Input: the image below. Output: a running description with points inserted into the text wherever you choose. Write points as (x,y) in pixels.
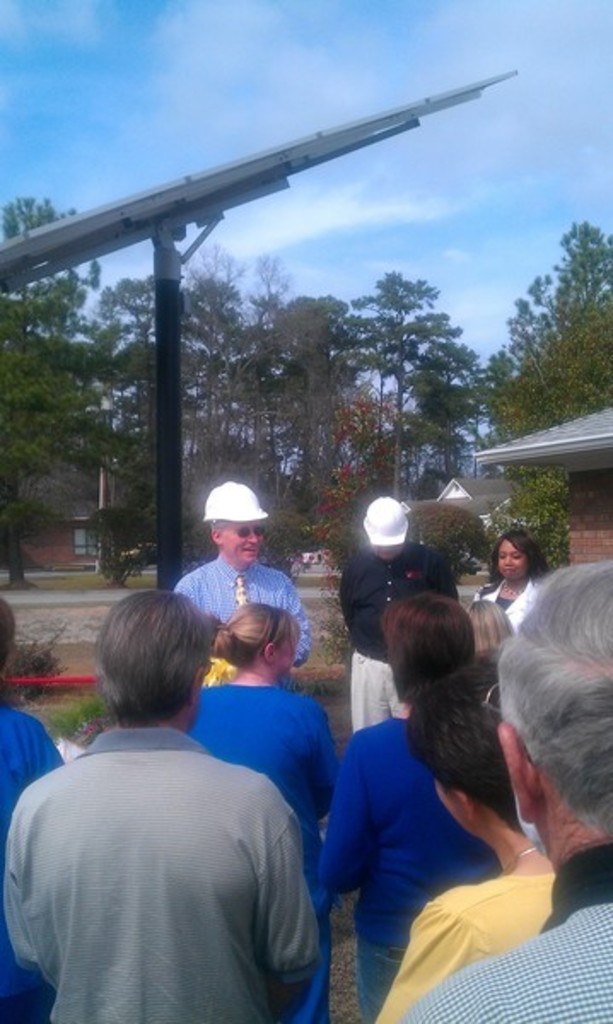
In this image I can see few people (294,609) are standing, I can also see two of them are wearing white colour helmets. In background (23,456) I can see number of trees (271,540), clouds (381,217), the sky (69,63) and grass (84,707).
